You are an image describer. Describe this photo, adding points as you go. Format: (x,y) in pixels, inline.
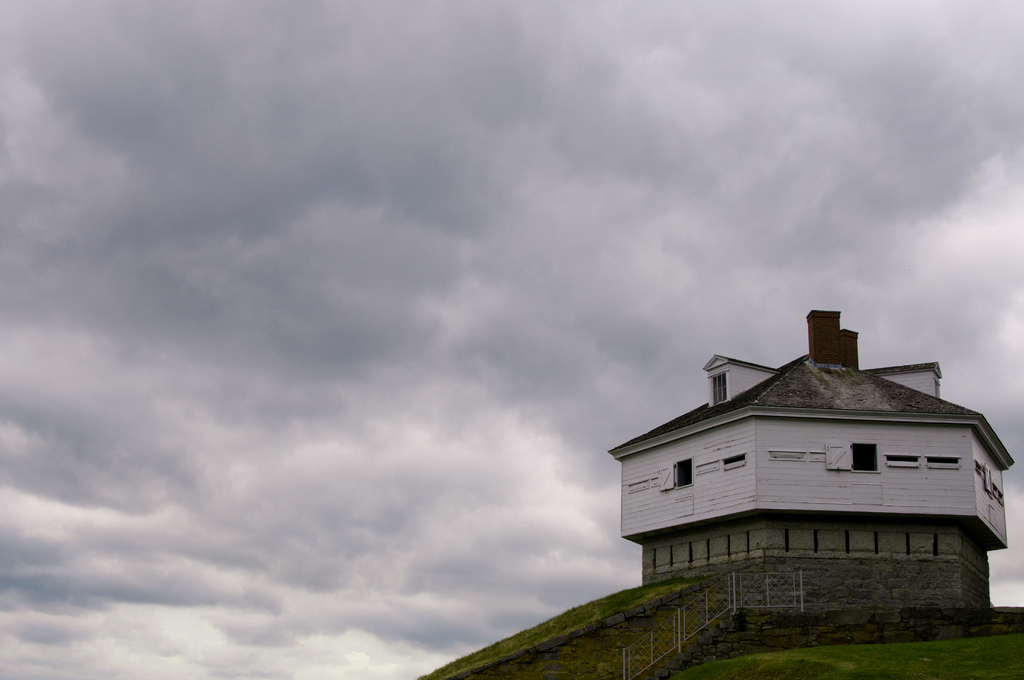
In this picture I can observe a building (710,556) on the right side (706,527). In the background (490,503) I can observe some clouds (305,350) in the sky (199,245).
